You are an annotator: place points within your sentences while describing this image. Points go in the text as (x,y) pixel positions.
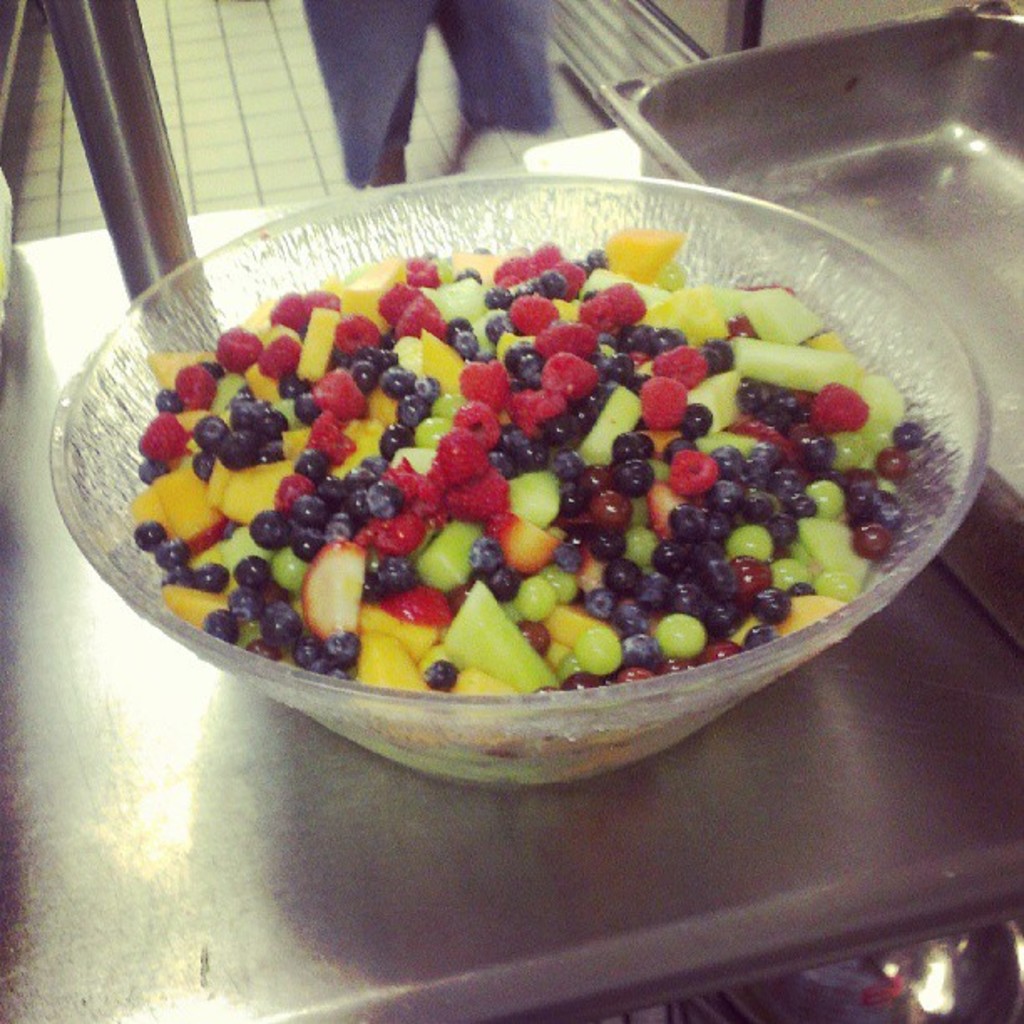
In this image there is an object (823,125) on the right corner (1016,381). There are fruits (416,525) in the bowl (620,485). And there is a table like object (577,837) at the bottom (601,934). There is a person (374,121), there is a floor (277,1) in the background (365,129).
